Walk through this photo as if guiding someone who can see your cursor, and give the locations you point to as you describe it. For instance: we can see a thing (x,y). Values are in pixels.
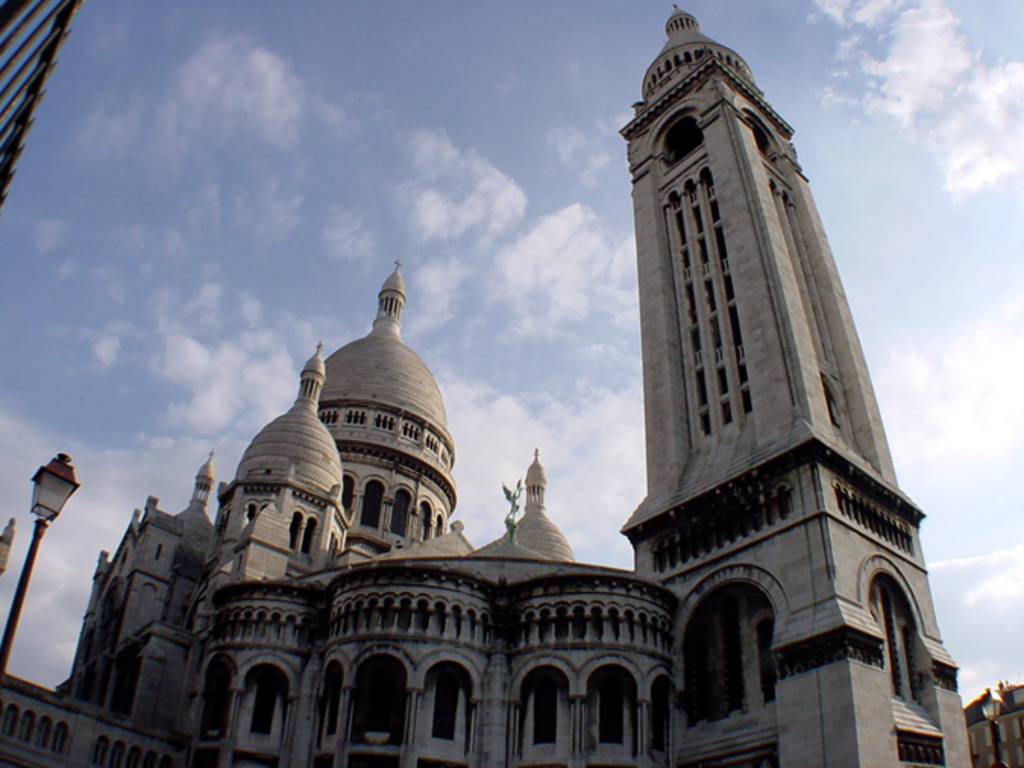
In the image we can see there is a church building (446,411) and there is a street light pole (36,495). There is a cloudy sky (376,180).
